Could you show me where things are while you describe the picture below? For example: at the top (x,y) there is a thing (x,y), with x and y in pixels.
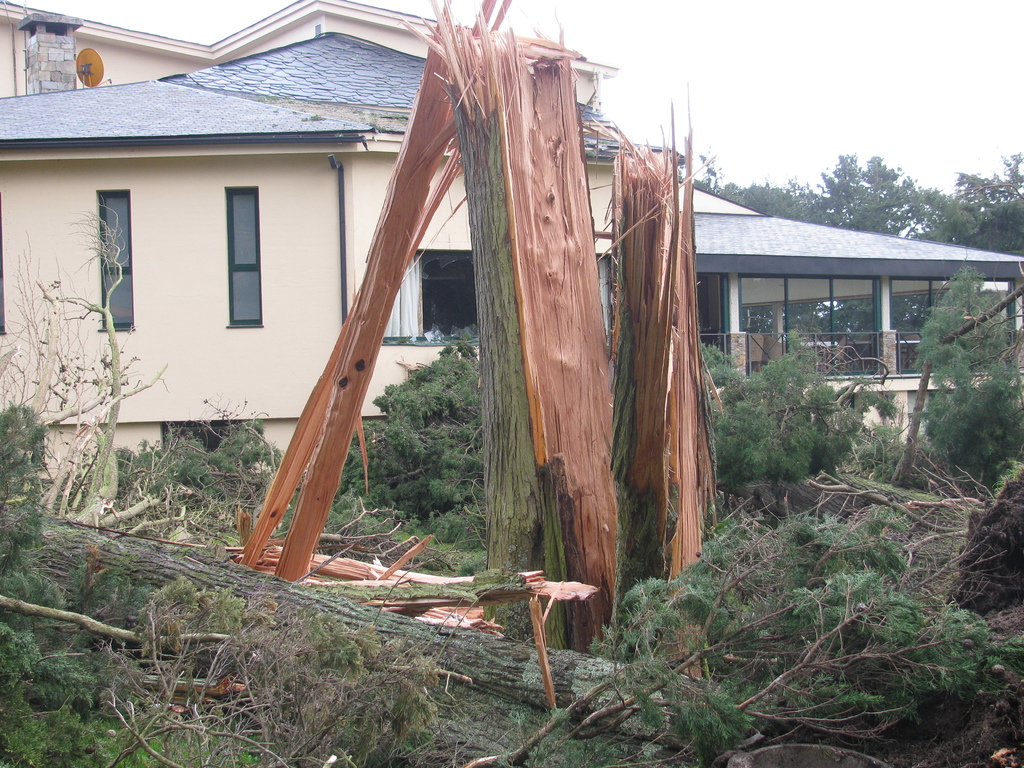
In this picture I can see few broken trees (501,474) in front (599,472) and I can also see few plants (449,446). In the background (310,213) I can see buildings (306,168), few more trees (922,205) and the sky (721,24).
